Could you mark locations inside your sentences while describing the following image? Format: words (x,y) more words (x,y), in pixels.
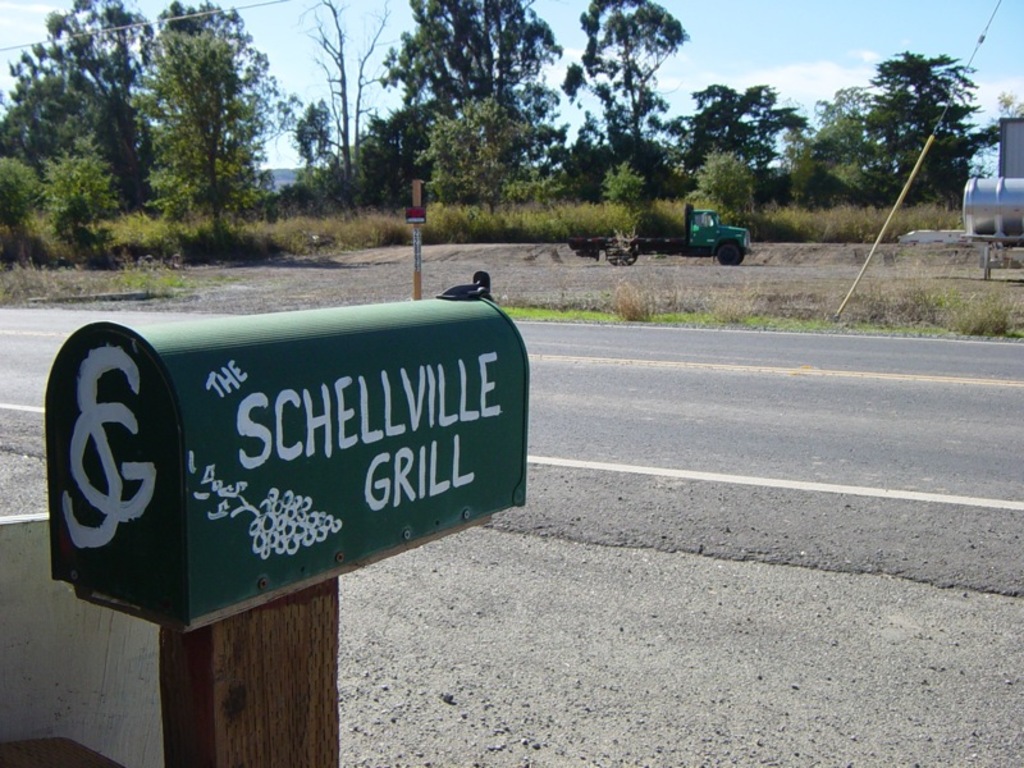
In this image we can see the road (59,314), one object (321,386) with text (413,411) and images (284,534) attached to the wooden pole (248,729) on the left side of the image (197,674). There is one white object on the bottom left side of the image (21,599), one vehicle (692,212) on the ground (948,249), some objects (1003,178) on the ground (964,252) on the right side of the image (982,225), two wires (968,71), one object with yellow pole (420,244) near the road (109,311), one object (93,299) on the ground (83,297) near the road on the left side of the image (70,295), some trees (615,117), bushes (676,212) and grass (167,286) on the ground (423,282). At the top (978,57) there is the sky (1007,67).
